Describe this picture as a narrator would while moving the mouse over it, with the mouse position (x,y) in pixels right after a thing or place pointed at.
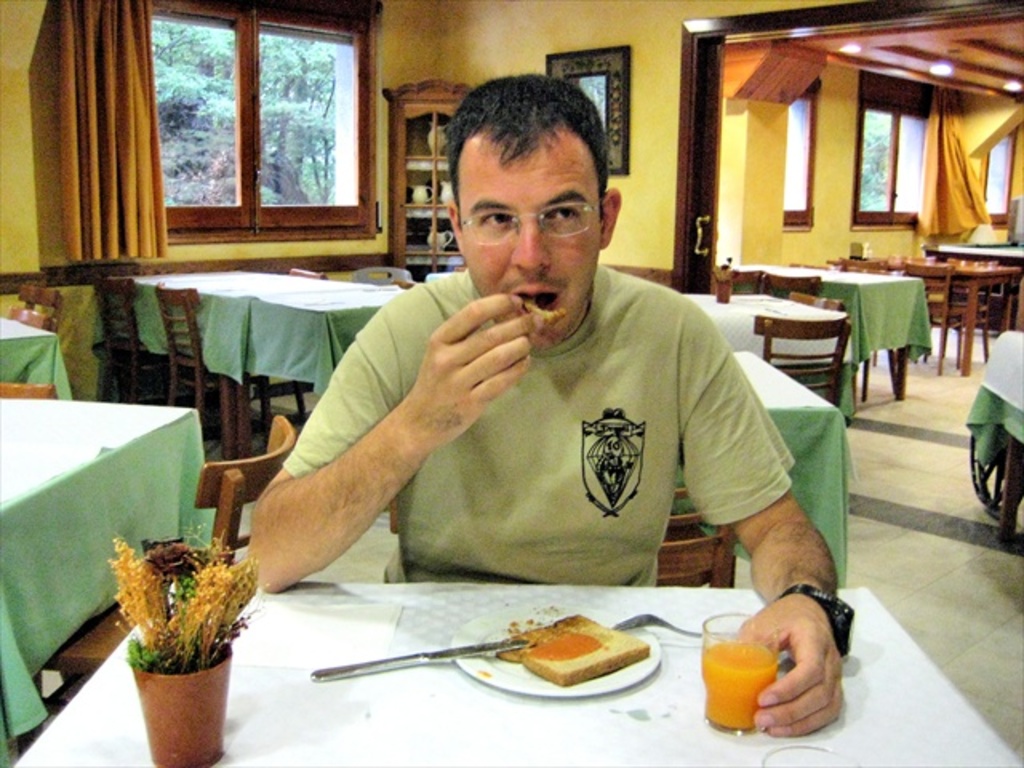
The person (545,426) wearing green shirt (572,441) is sitting in front of a table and eating bread (597,633) and there is a juice glass (735,681) in his left hand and there are empty tables (739,306) in the background (869,300) and the walls (661,44) are yellow in color.
